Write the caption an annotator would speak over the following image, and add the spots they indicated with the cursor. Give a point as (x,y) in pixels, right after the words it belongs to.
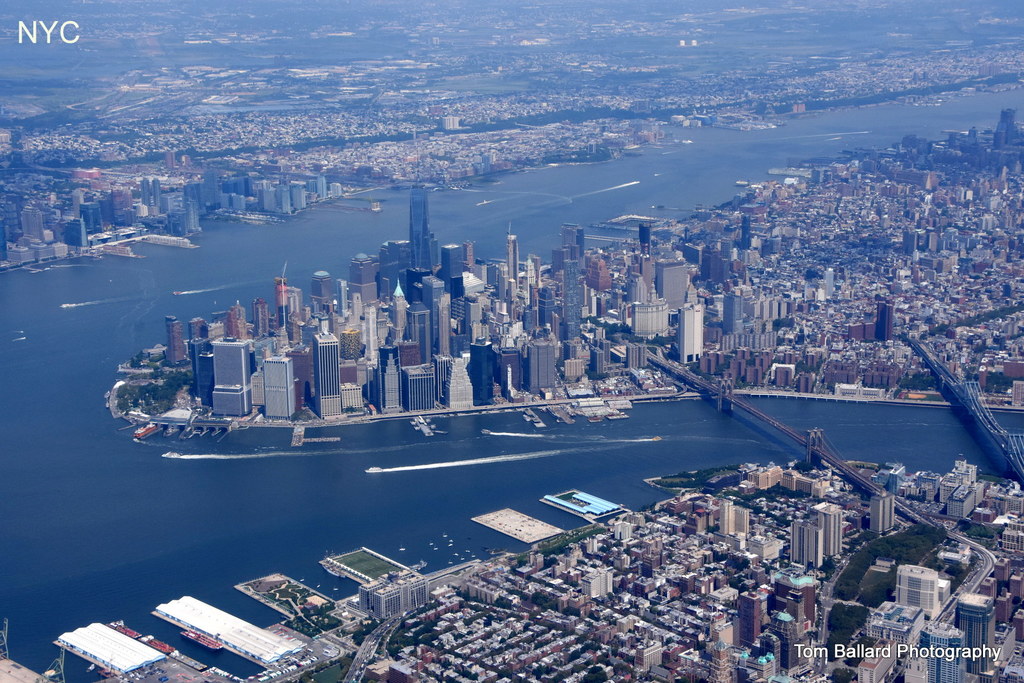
In this image we can see water (520,413). On the water (395,461) there are boats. Also there are many buildings (675,548). In the top left corner (25,23) and bottom right corner (872,649) something is written. Also there are bridges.
